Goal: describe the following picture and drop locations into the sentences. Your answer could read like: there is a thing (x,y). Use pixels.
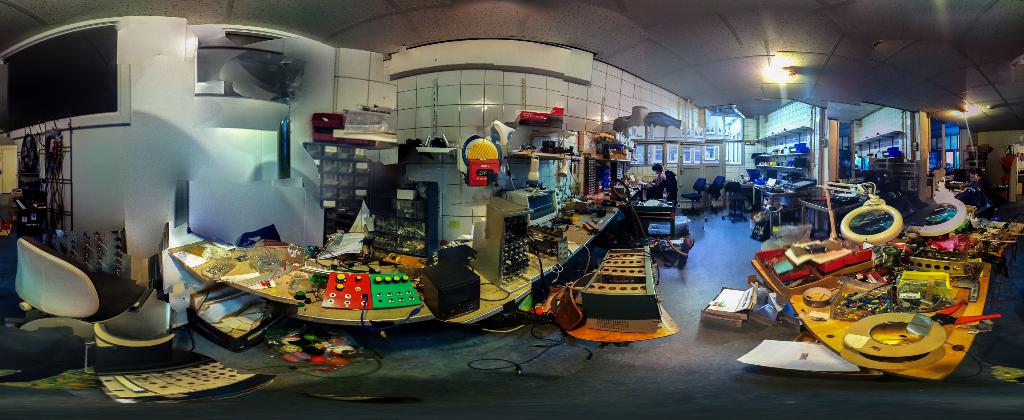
In this image there are some chairs (718,193) computers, CPUs (518,250), wires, boxes (615,319) and some other objects (442,261). On the left side (96,103) there is a television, and some wires (54,207) and wall (173,164) and on the right side (978,197) there is one person (981,201) sitting and some other objects (801,251) and shelves (794,131). At the bottom (689,382) there is floor (763,382), and on the floor (594,361) there are some objects (741,289).
